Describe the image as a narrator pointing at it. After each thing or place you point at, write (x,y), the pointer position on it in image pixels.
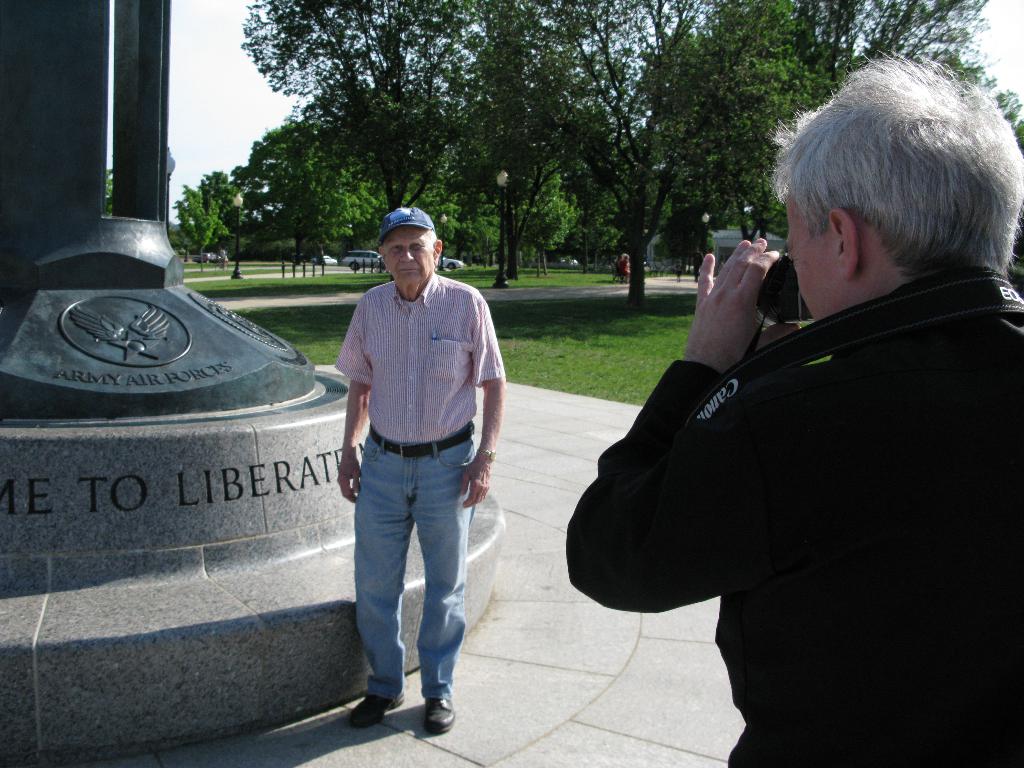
This image consists of two men (480,474). To the right (904,495), the man (913,450) is wearing black dress (838,447) and holding a camera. In the background (27,373), there is a memorial stone (120,376). To the right (726,141), there are trees (514,265) along with grass (555,283).
